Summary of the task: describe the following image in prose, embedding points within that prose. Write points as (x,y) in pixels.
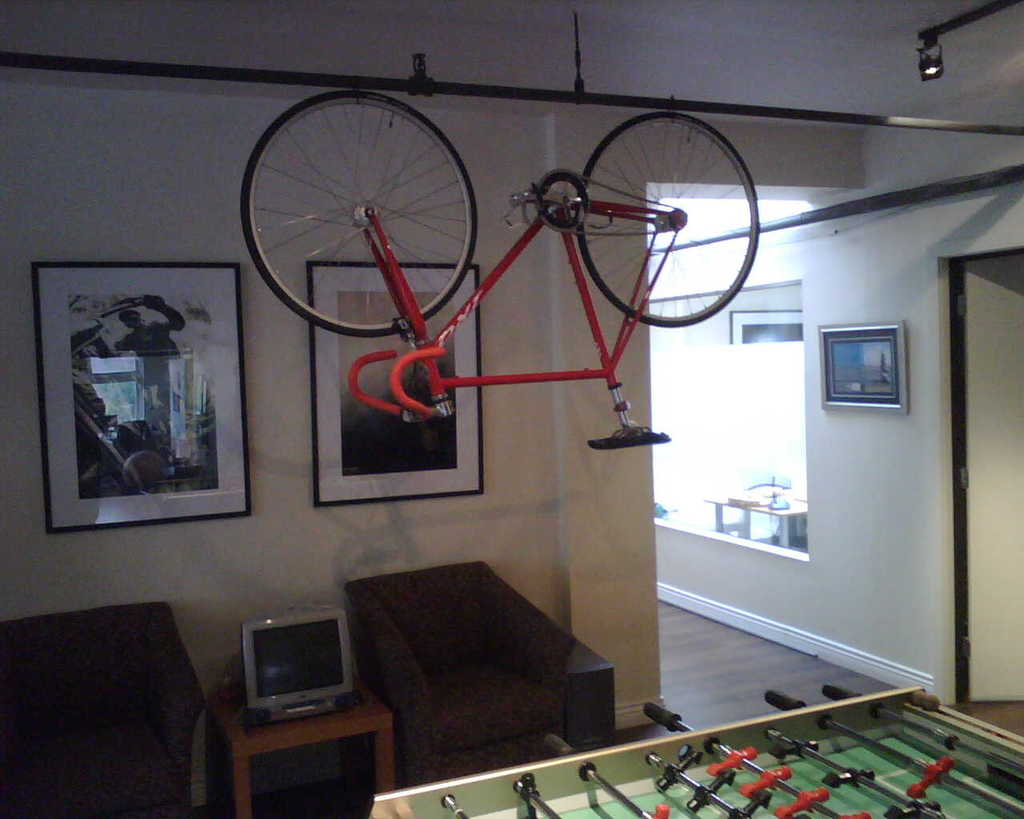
In this image i can see a bicycle (548,190) hanging to a pipe (624,105), there is a desktop (335,617) on a table (373,698), there are two couches (382,641). At the background (134,574) there is a wall (204,545) two frames (209,413) attached to the wall (267,406).
